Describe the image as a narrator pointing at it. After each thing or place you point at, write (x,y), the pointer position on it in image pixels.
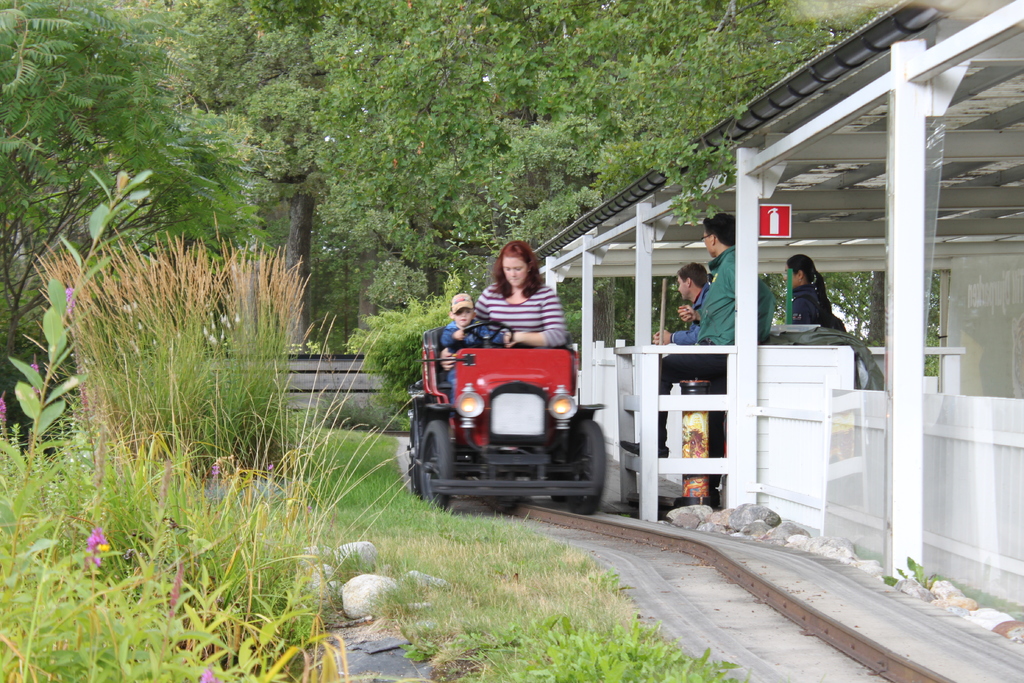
This image consists of few persons (544,311). In the front (464,414), there is a car (446,405). In which there is a woman (502,313) and a kid (457,337) are sitting. At the bottom (825,598), there is a track (807,582). On the left (213,551), there are plants (249,508) and green grass (504,535). In the background (168,107), there are trees (605,138). On the right (763,232), it looks like a shed (1008,360).
